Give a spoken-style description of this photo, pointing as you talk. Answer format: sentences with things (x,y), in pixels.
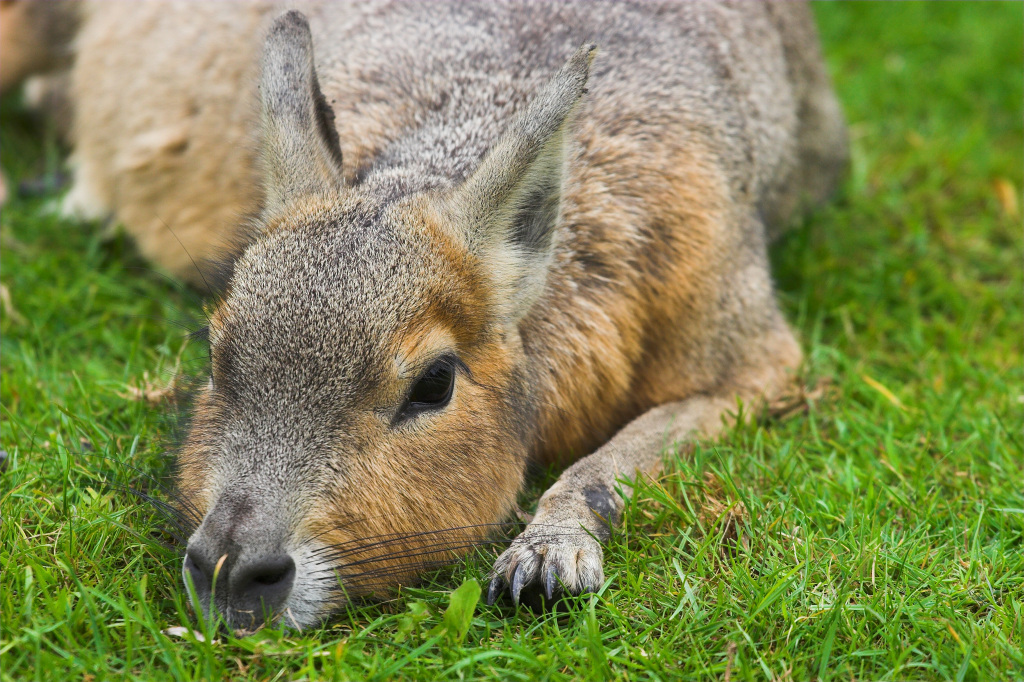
In the picture we can see an animal (353,333) lying on the grass surface (871,432) and the animal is light brown and gray in color.
